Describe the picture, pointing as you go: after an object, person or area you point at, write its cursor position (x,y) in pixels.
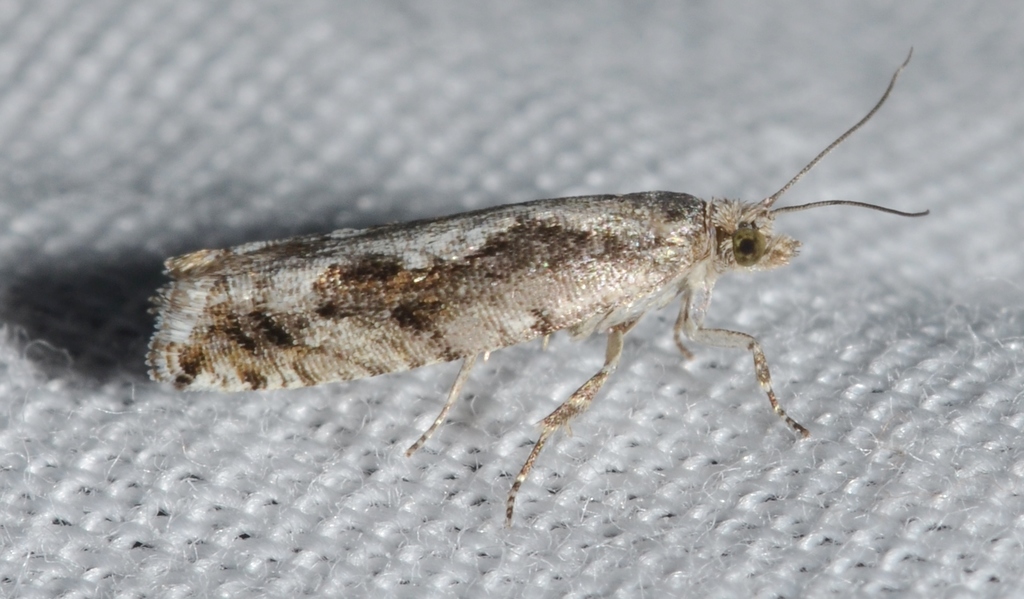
In the center of the image (502,280) there is an insect (493,313). At the bottom (213,520) there is a cloth (574,475).
